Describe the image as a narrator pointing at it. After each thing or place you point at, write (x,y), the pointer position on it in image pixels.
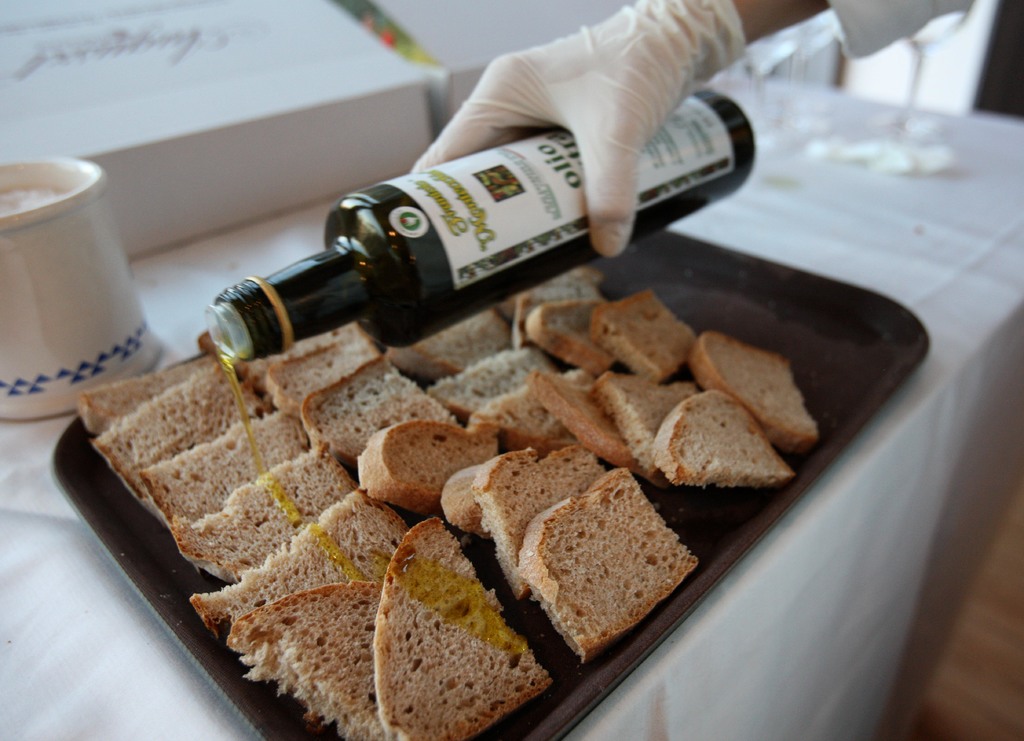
In this image I can see few bread pieces (469,356) in the tray (163,531) and the tray (148,555) is in black color, bread (425,524) is in brown color. I can also see a person hand (603,71) holding a bottle (502,232) and the tray (179,629) is on the table (76,630).
